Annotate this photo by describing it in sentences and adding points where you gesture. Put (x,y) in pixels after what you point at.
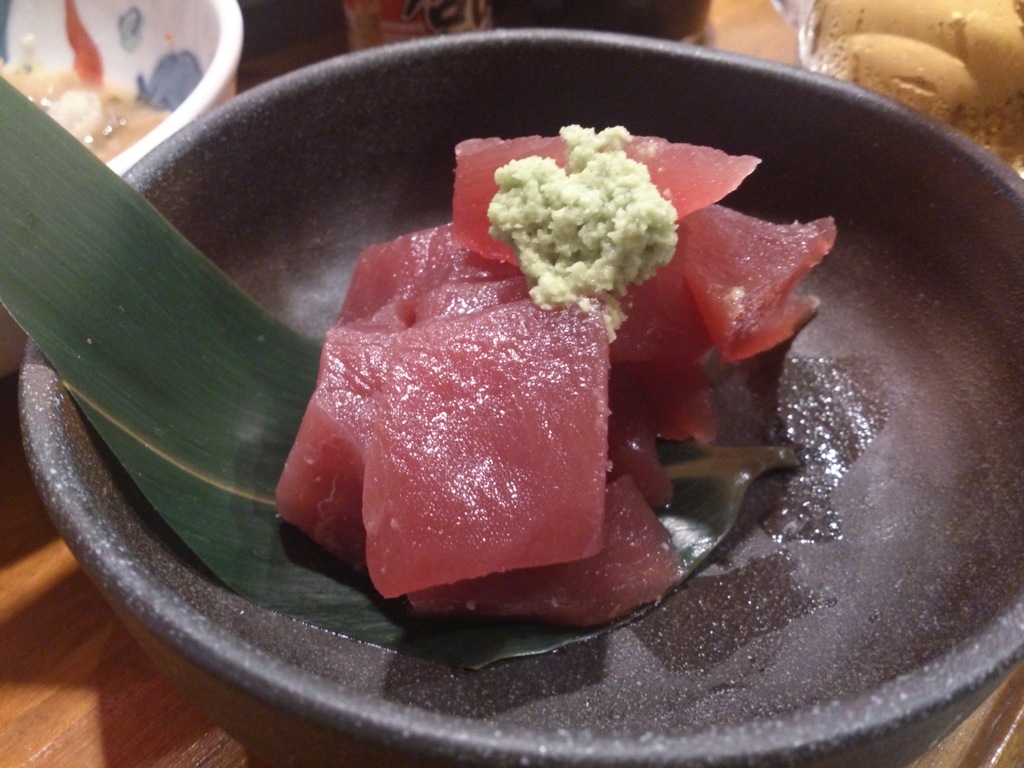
In this image we can see a black color vessel (913,321) with the meat (578,336), wasabi (500,228) and also the leaf (204,343). We can also see a white color bowl (160,52) with the liquid (122,125). At the bottom (72,668) we can see the wooden surface (72,686).
